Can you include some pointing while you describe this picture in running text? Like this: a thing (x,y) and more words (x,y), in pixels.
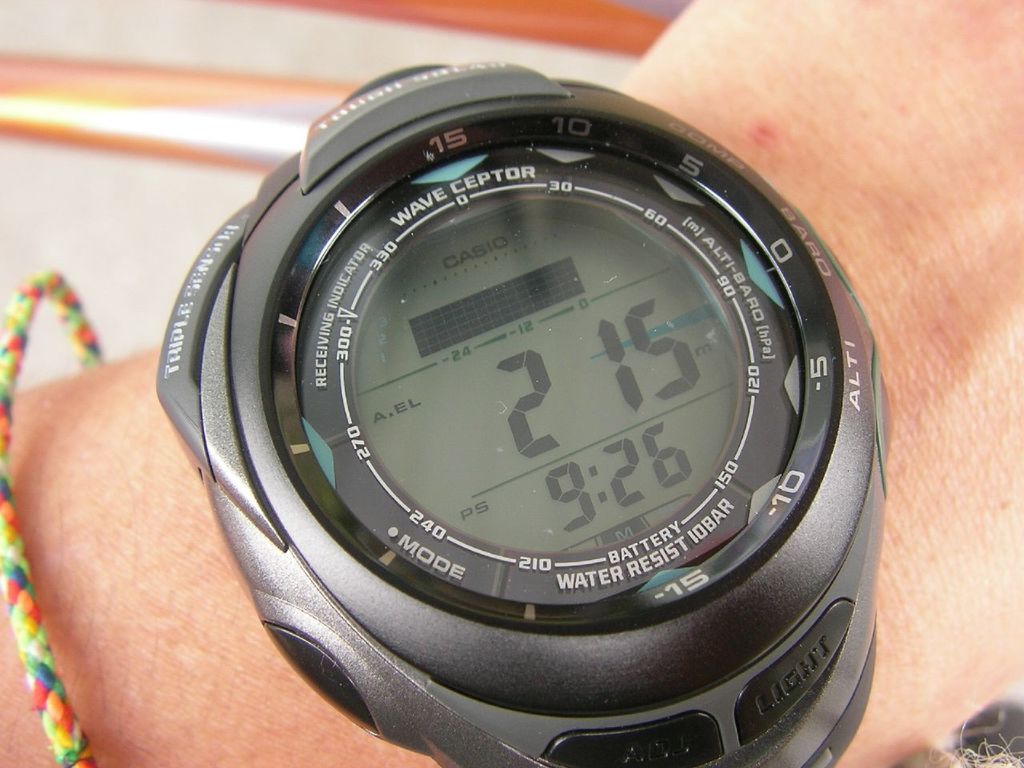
Here I can see a black color watch (698,542) to a person's hand (899,411). Along with the watch (228,332) I can see a band (21,590) which is in multiple colors. In this watch (432,561) I can see a glass (615,408) and around the glass (542,428) I can see some text (399,221) and numbers (344,339). The background (246,45) is blurred.
